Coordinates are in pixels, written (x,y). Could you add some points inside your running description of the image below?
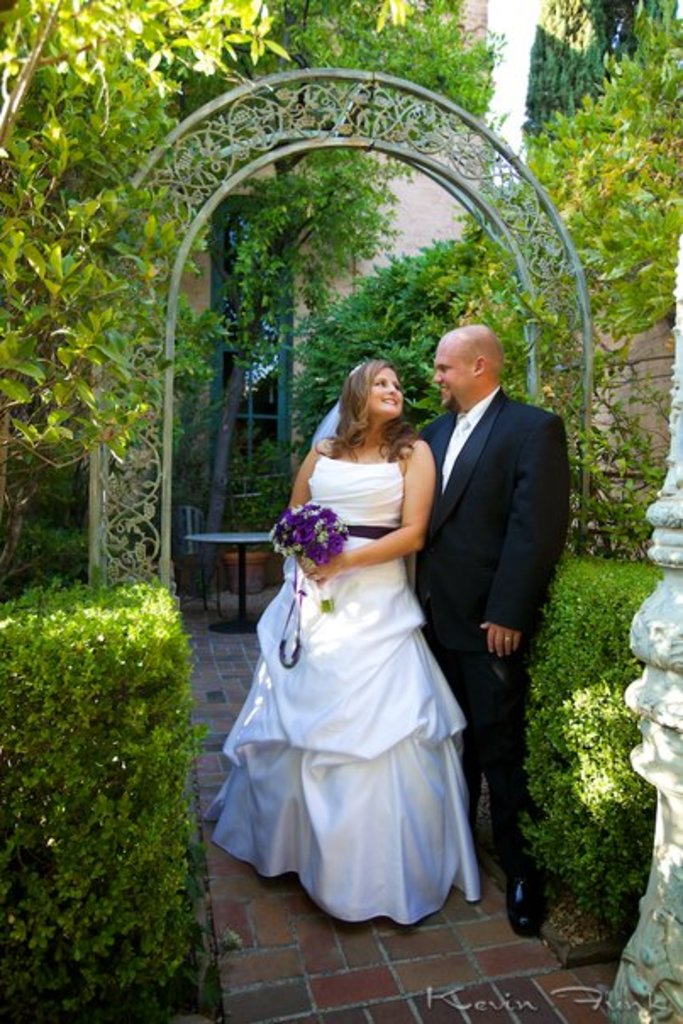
In this picture we can see a flower bouquet (332,521), table (263,538), chair (198,562), arch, plants (520,348), trees (225,442) and two people (391,462) standing on the ground (243,684) and smiling and in the background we can see the wall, window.
